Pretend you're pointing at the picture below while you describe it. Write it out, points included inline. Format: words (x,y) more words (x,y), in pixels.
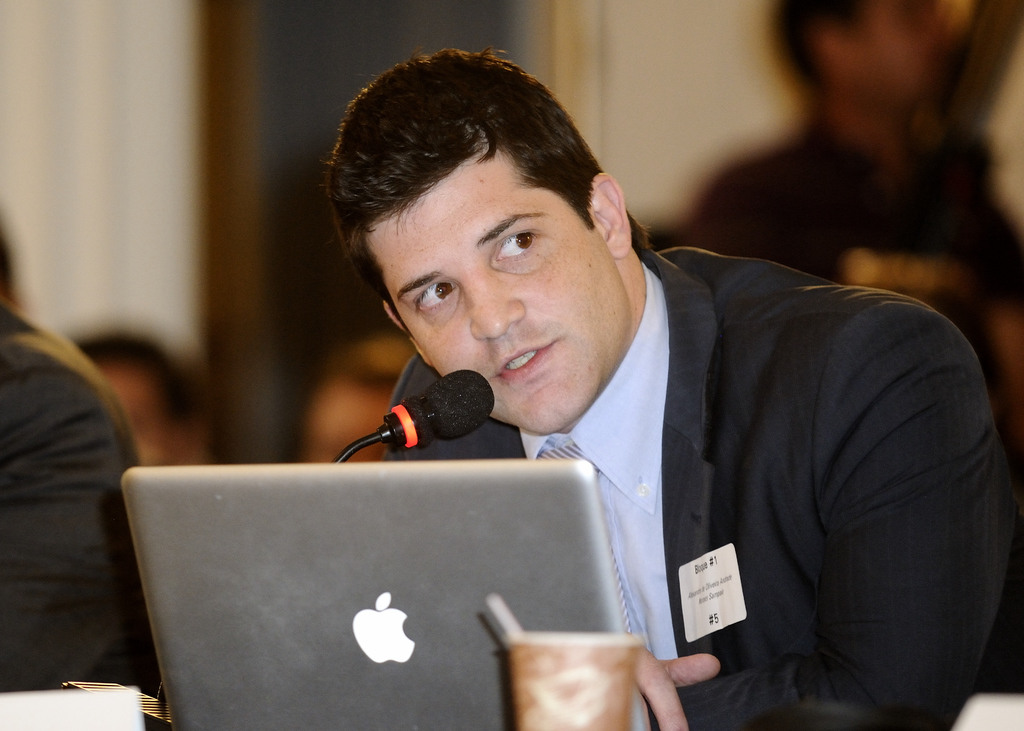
In this image I can see a person (651,360) wearing black and blue colored dress (788,406). I can see a microphone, a laptop (455,611) and a cup (529,638) in front of him. In the background (875,68) I can see few persons (858,187) and the wall (182,299).
